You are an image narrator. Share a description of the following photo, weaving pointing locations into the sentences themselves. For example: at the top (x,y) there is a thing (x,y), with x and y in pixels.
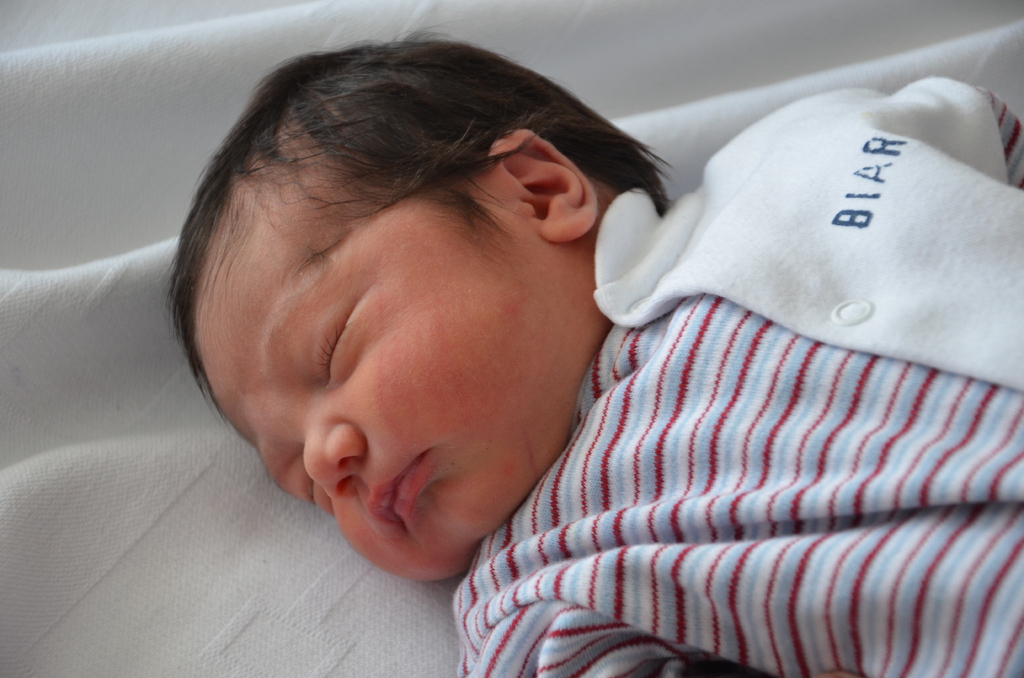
In this image we can see a baby (818,511) wearing dress (568,455) is laying on a cloth (112,455).
